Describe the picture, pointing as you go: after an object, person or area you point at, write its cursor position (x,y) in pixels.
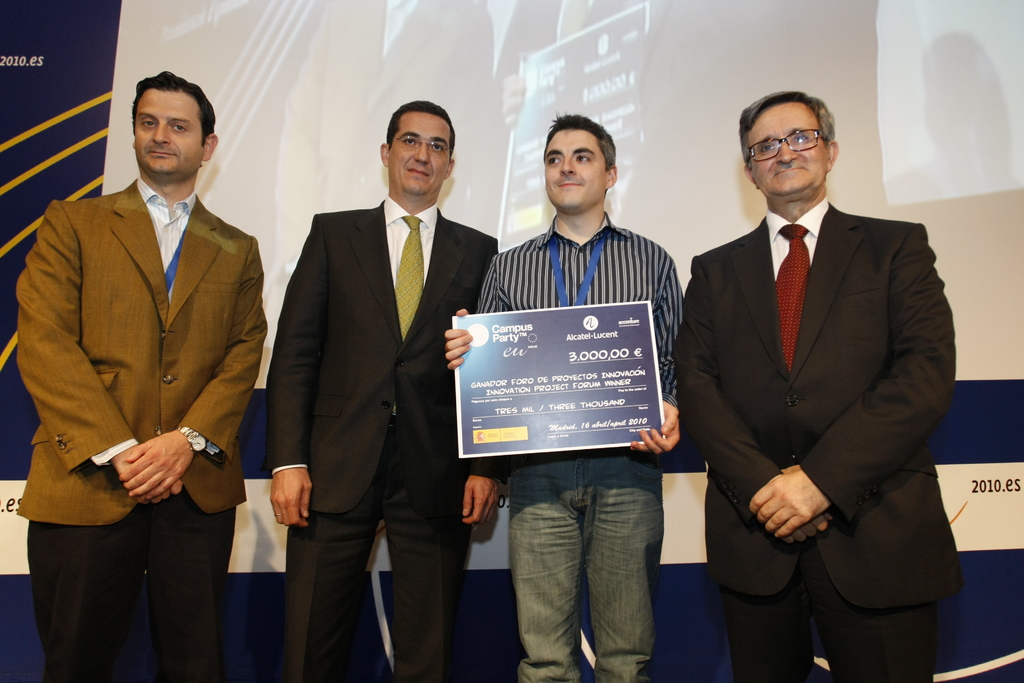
In this picture we can observe four members (880,515) standing. All of them were men (434,465). Two of them were wearing spectacles (758,156). Three of them were wearing coats (736,385). We can observe a man (521,267) holding a blue color certificate (546,414) in his hands (645,440). In the background (536,78) there is a screen (462,74).
